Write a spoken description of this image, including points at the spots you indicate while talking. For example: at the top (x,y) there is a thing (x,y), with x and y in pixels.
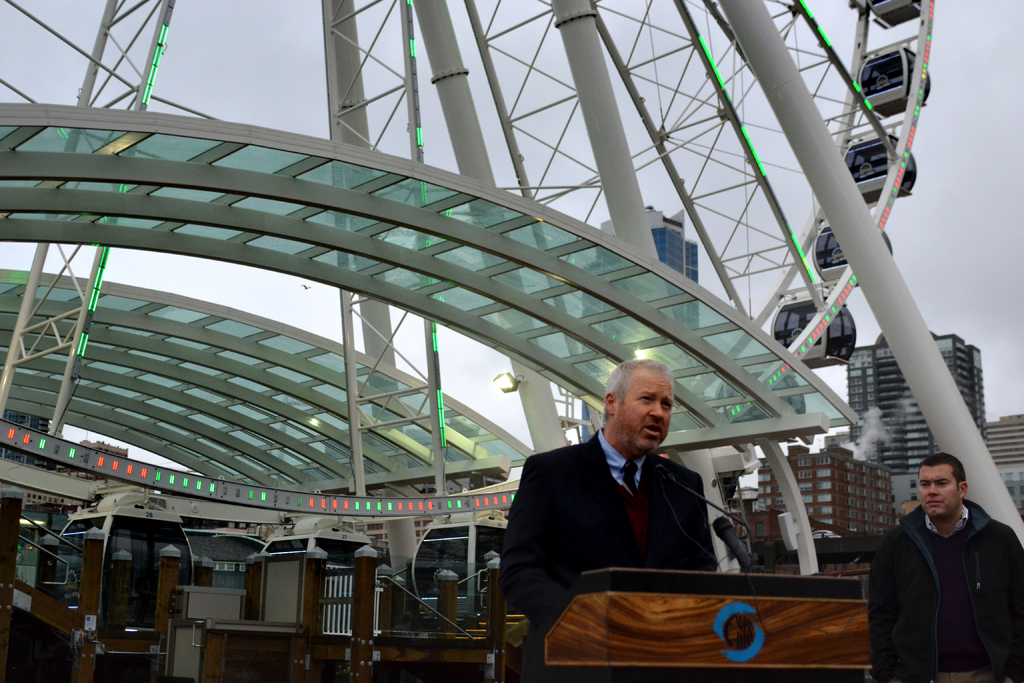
In this picture, on the right side (995,569), we can see a man (990,581) standing. On the right side (688,503), we can also see another man (648,496) standing in front of the podium (832,630) and talking from the microphone (679,482). In the background (51,510), we can also see little buildings (1020,463), electrical lights (460,501), pillars (447,599). On the top (348,219), we can see a roof (317,355), sky (227,4) and a bird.
